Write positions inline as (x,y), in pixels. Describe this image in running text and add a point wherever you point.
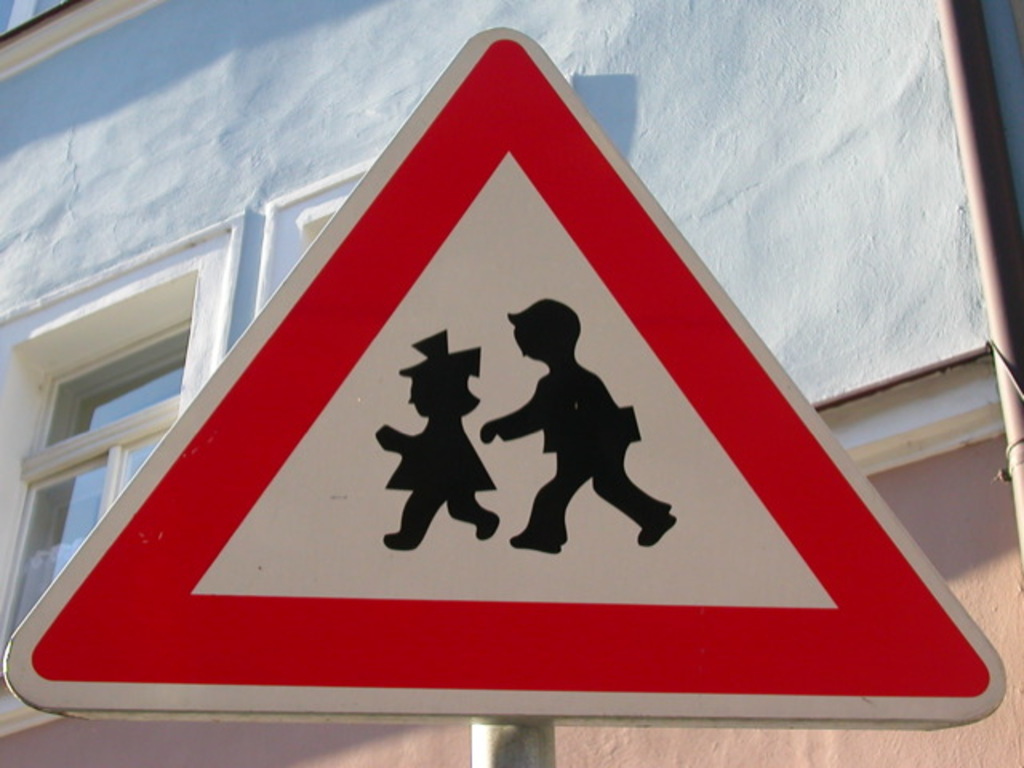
In this image we can see a sign board (476,715) on the pole (503,730) and in the background (89,160), we can see a building (823,34).
